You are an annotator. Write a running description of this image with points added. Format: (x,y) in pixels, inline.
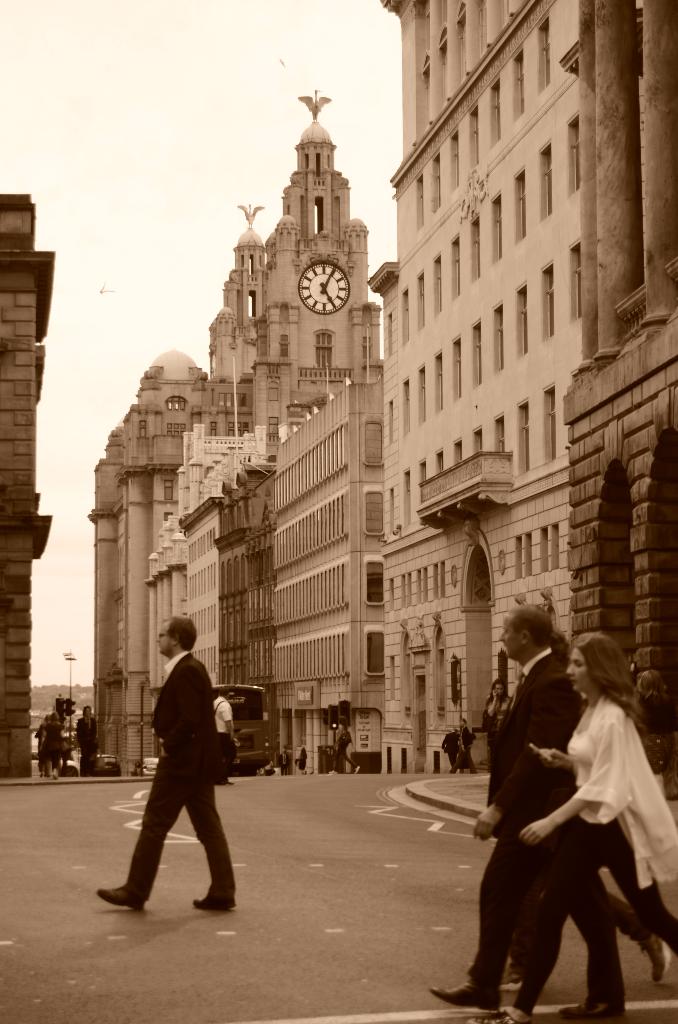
In this image, we can see vehicles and people (225,878) walking on the road (283,909). In the background (346,398), there are buildings (468,410).
